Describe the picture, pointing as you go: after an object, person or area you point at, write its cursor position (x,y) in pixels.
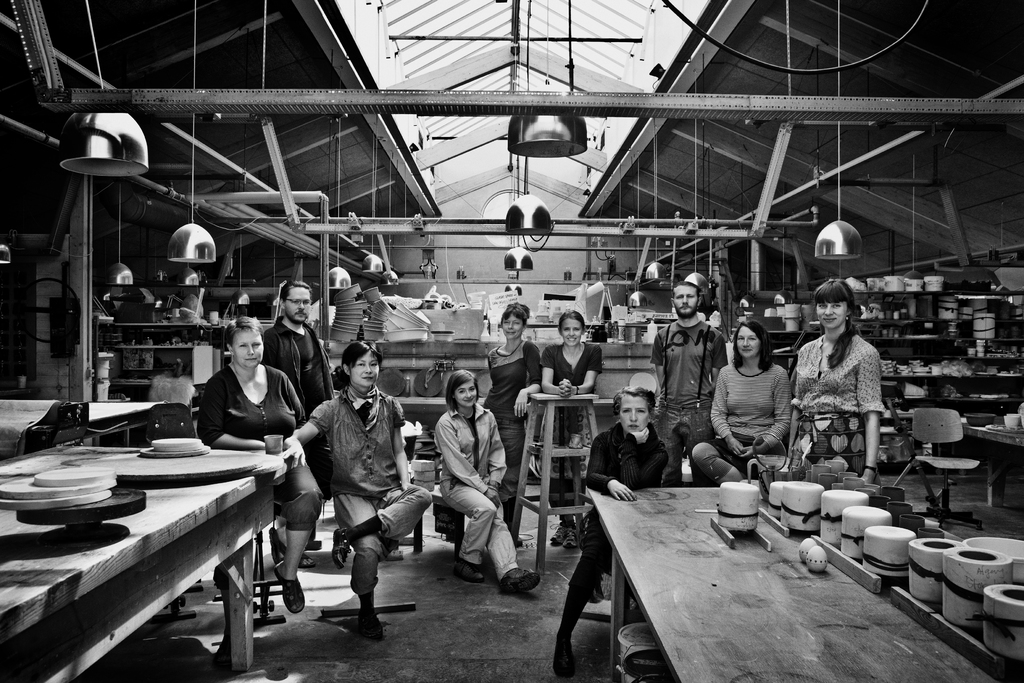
In this image I can see number of people (418,496) where few of them are sitting and rest all are standing. In the background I can see few lights (535,116).
